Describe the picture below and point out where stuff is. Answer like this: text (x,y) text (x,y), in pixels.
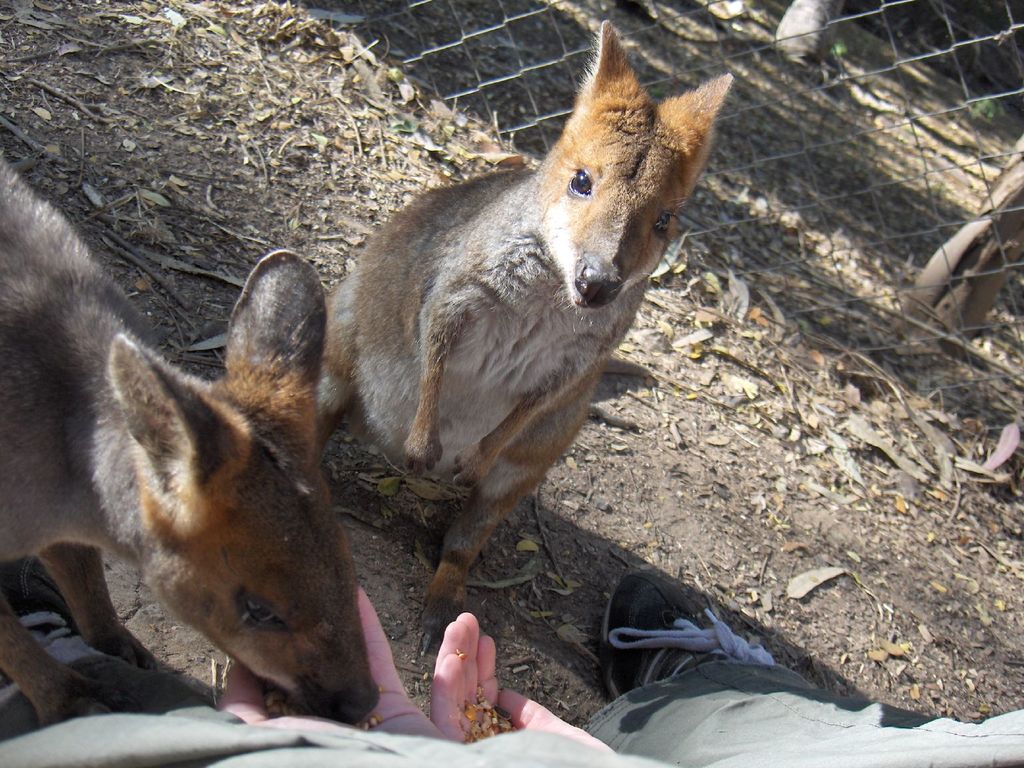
In this image we can see some animals (534,408) on the ground (874,249). We can also see some dried leaves (885,255) on the ground (571,498), a metal fence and a wooden pole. On the bottom of the image (490,728) we can see some food (478,723) in the hands (390,715) of a person (443,723).
